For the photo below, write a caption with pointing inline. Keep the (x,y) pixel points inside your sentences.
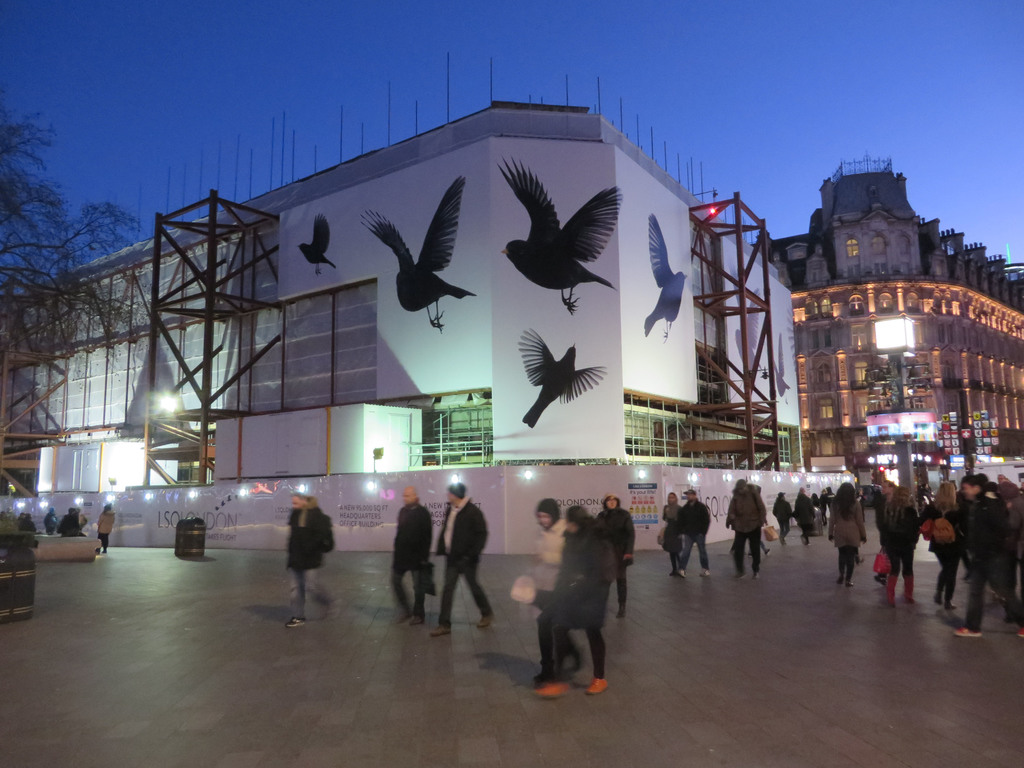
Few people (595,628) are walking on this floor (450,723), in the middle (490,448) it's a building (518,309), there are drawings (562,298) of birds (520,264) on it. In the left side (19,196) it looks like a tree (99,280).
